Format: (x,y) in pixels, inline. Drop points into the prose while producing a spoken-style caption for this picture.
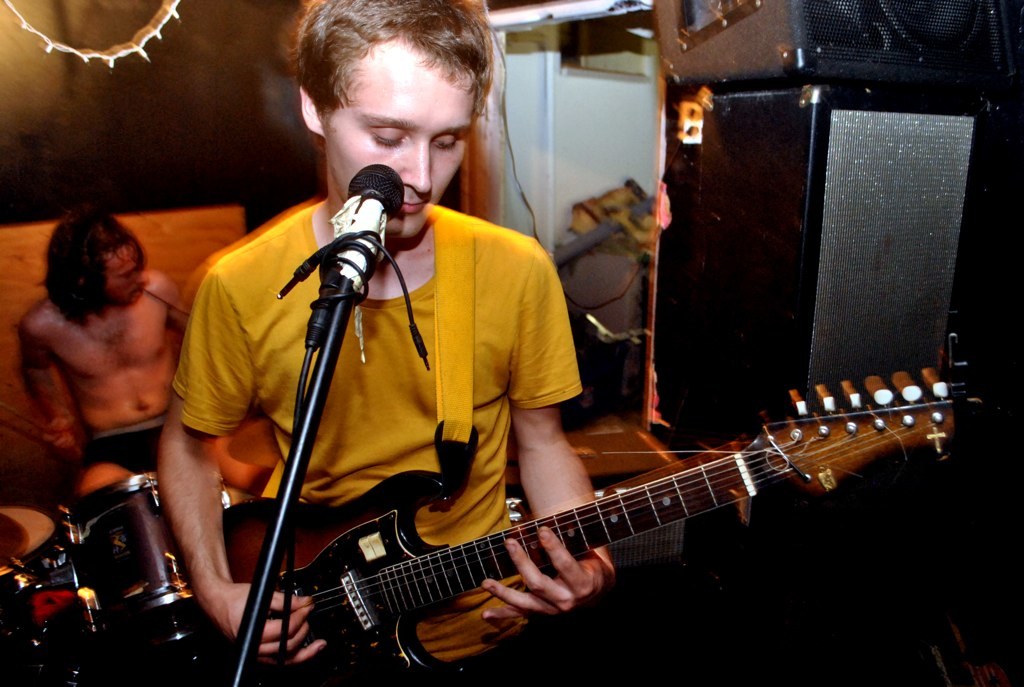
The picture is taken in a room (512,490) where two people (138,355) are there one person (357,434) is wearing yellow shirt (425,422) and playing a guitar (398,487) in front of microphone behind him there is one person (160,311) sitting shirtless on the chair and playing drums (108,496), behind him there is wall (283,75) and lights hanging from the roof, on right corner of the room (728,314) there is a speaker (752,331) and there is another room (641,214).
